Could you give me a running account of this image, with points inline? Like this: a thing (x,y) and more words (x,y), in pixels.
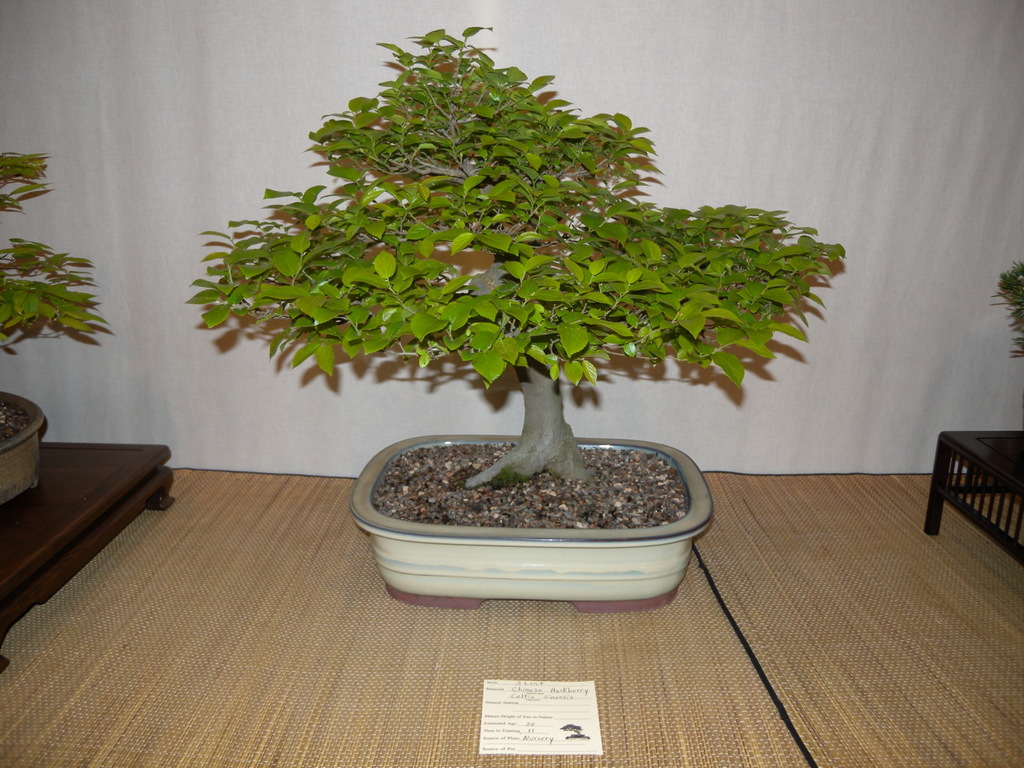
In this image I can see the flower pots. Few flower pots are on the stands (84,503) and one is on the brown color surface (861,586). Background (920,184) is in white color.
